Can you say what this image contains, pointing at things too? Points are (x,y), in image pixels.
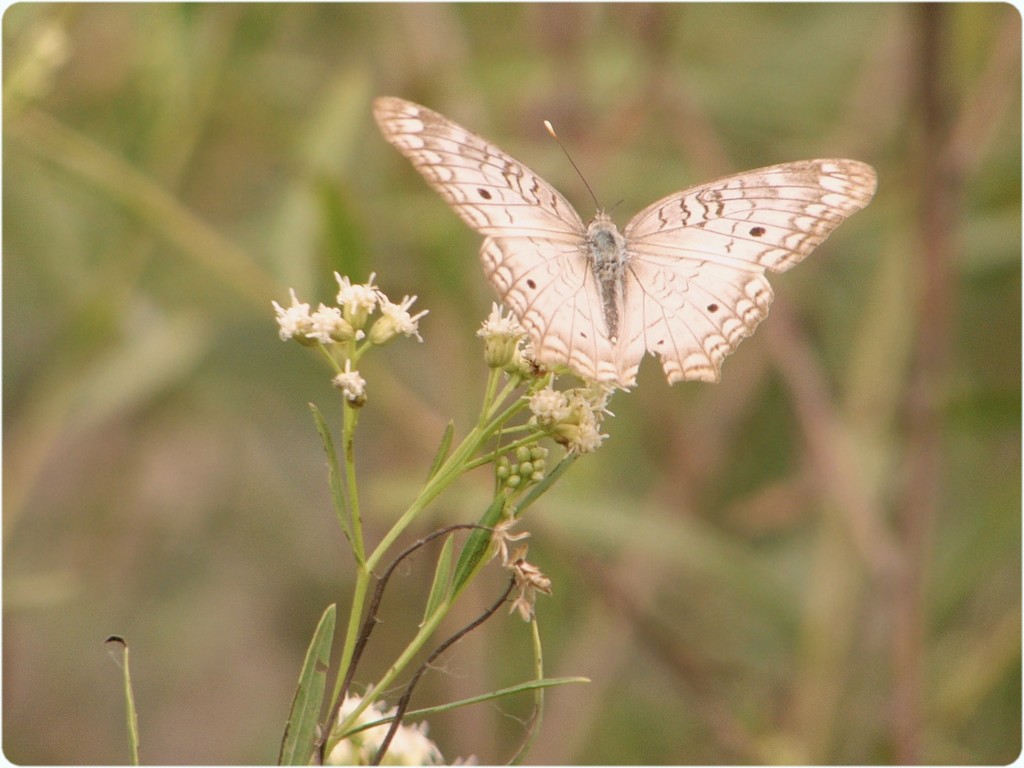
In this image we can see there is a butterfly (584,368) on the flower (567,410) of a plant (424,499).
